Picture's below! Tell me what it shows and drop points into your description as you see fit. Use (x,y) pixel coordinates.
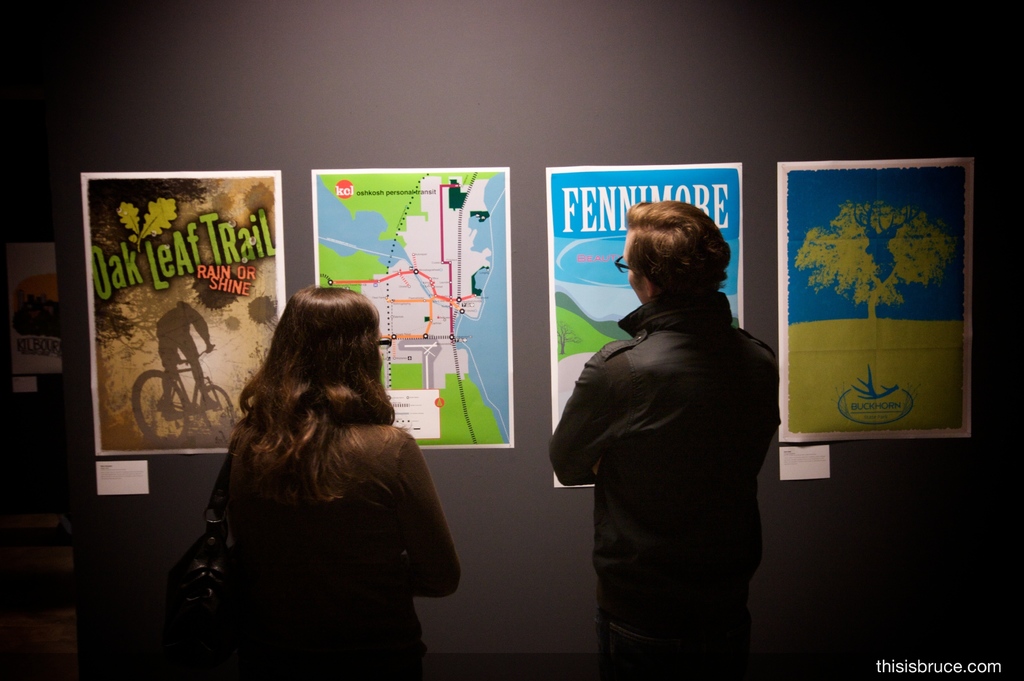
This picture shows few posters (138,347) on the wall (340,127) and we see a woman (308,446) and a man (701,510) standing. One of them wore spectacles (620,259) on his face (633,278) and we see woman (272,496) wore a bag (207,612) on her shoulder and we see text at the bottom right corner (985,665).
